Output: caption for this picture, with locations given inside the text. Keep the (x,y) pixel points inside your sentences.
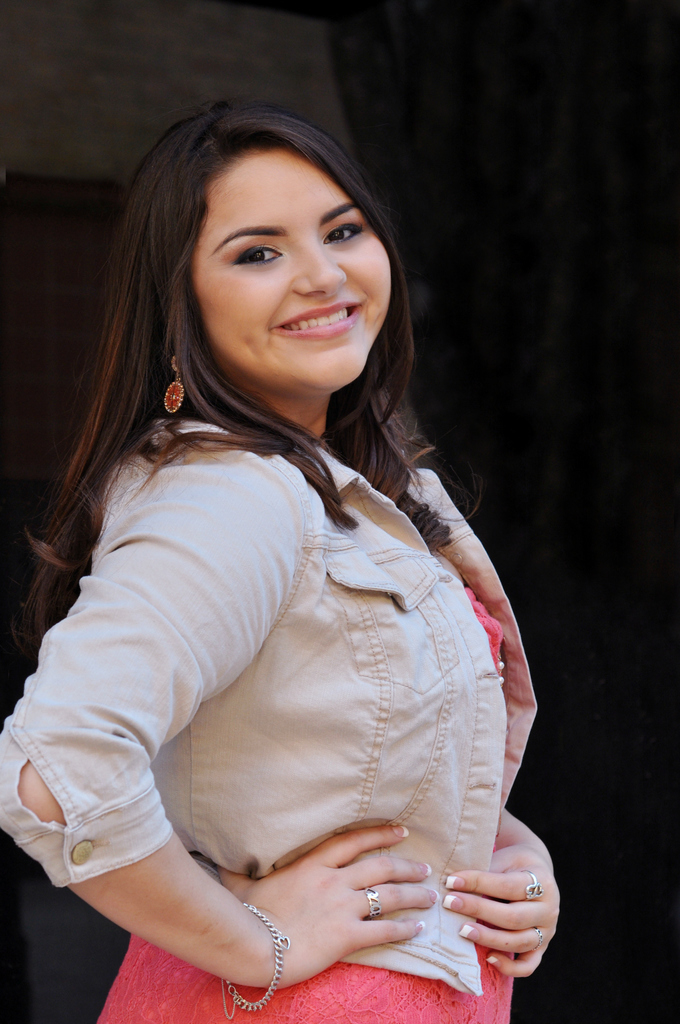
This is the woman (358,639) standing and smiling. She wore a jacket (392,733), dress (351,992), bracelet (280,947) and earring (173,398).
